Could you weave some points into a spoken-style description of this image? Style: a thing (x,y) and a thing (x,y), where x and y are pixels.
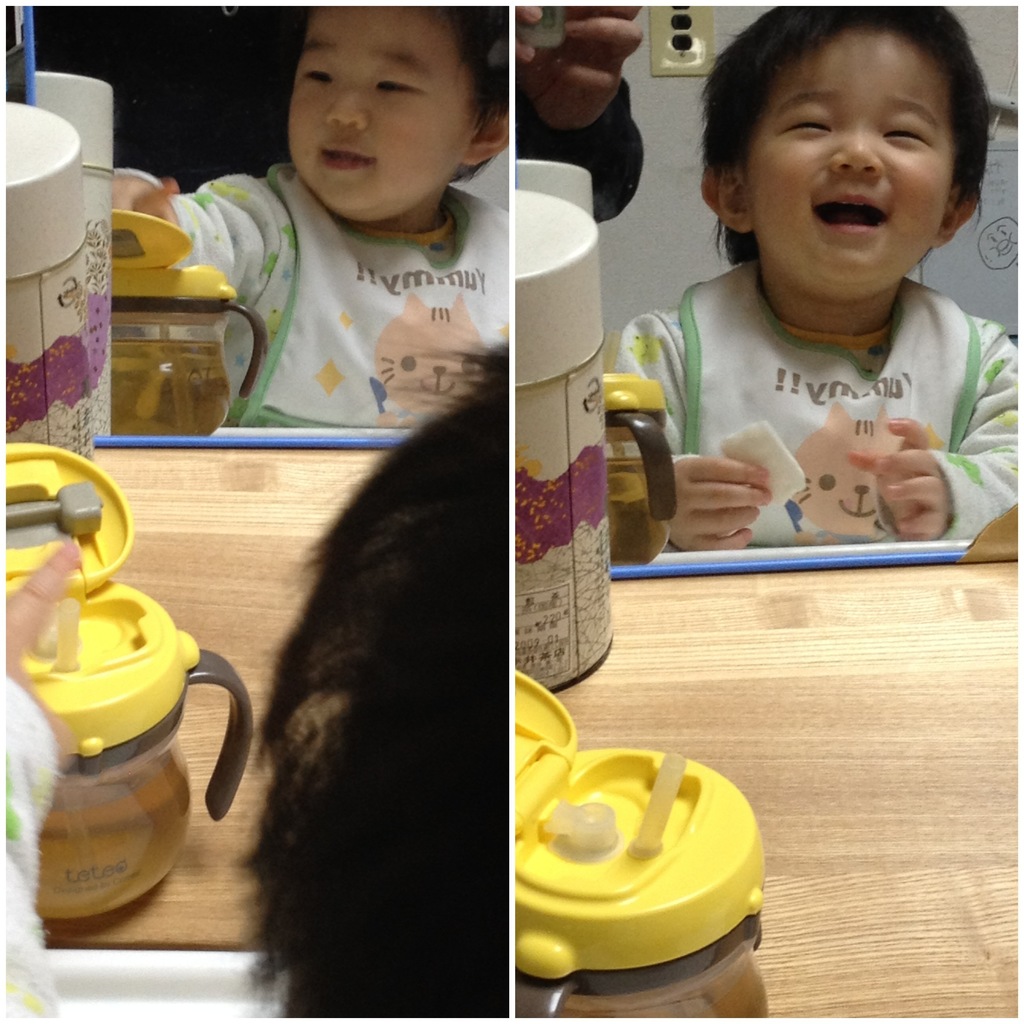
In this image we can see a toddler (377,215) sitting in front of the table (823,636) and having some food (779,479). And we can see some jars (74,197) having drink (90,821) on the table (231,908). and we can see some person (184,78) beside the toddler (738,338).
